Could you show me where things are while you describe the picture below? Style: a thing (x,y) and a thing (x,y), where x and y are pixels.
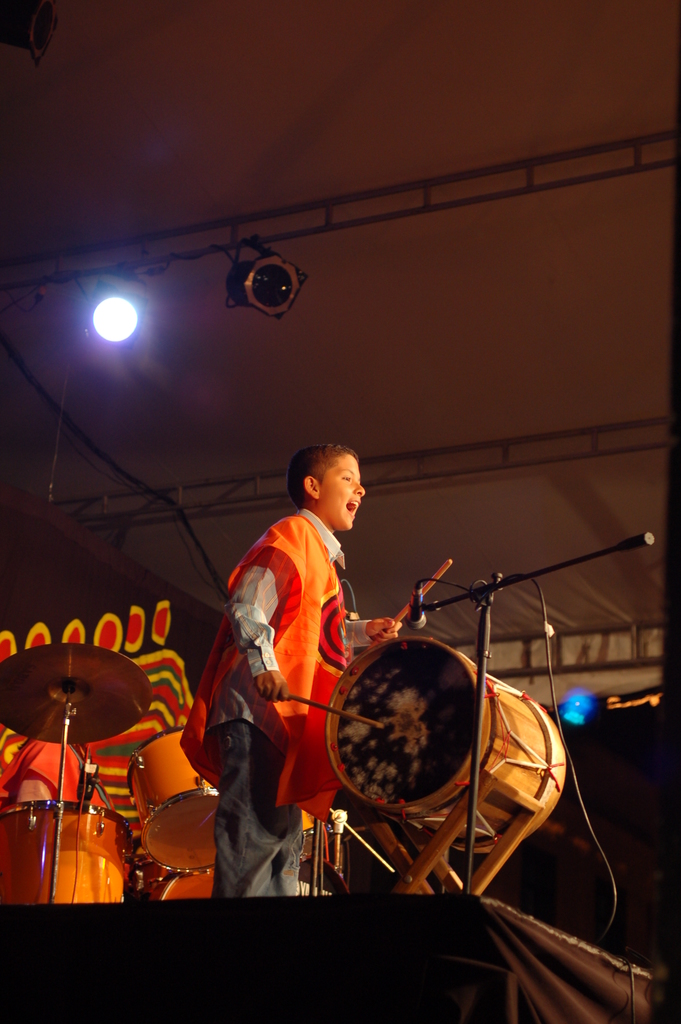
A boy (319,473) is playing drums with a mic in front of him. There is a drum set (311,891) behind him. A light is focusing from top.
